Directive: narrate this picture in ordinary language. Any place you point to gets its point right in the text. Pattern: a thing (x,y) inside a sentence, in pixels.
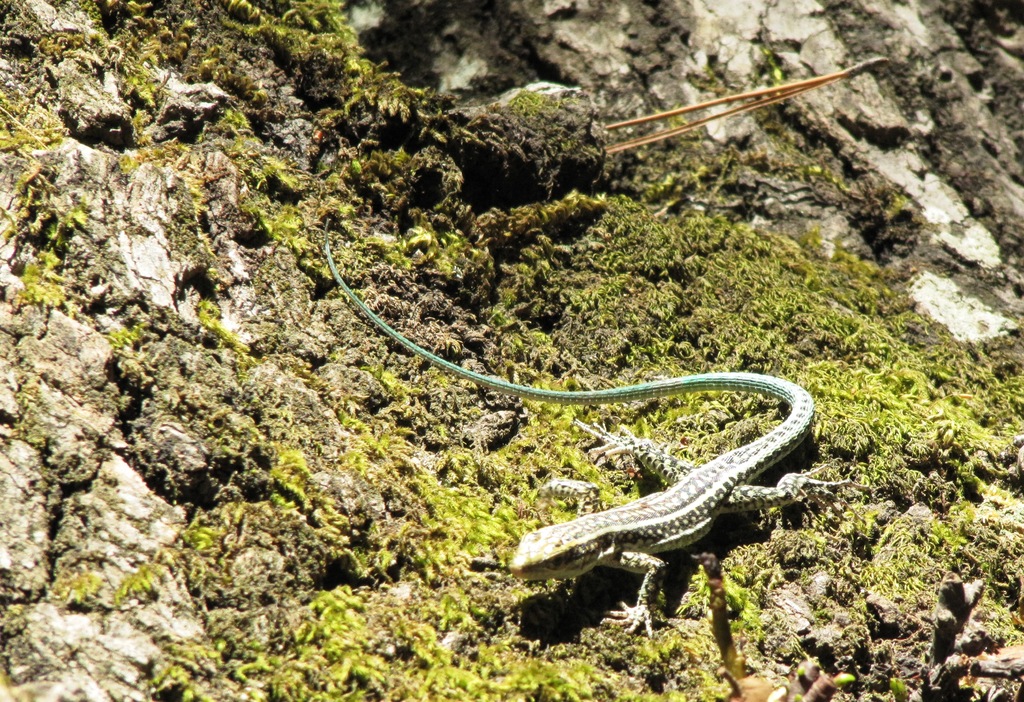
This picture consists of lizard (763,390) on stone (155,395), on the stone (652,127) I can see small stick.
